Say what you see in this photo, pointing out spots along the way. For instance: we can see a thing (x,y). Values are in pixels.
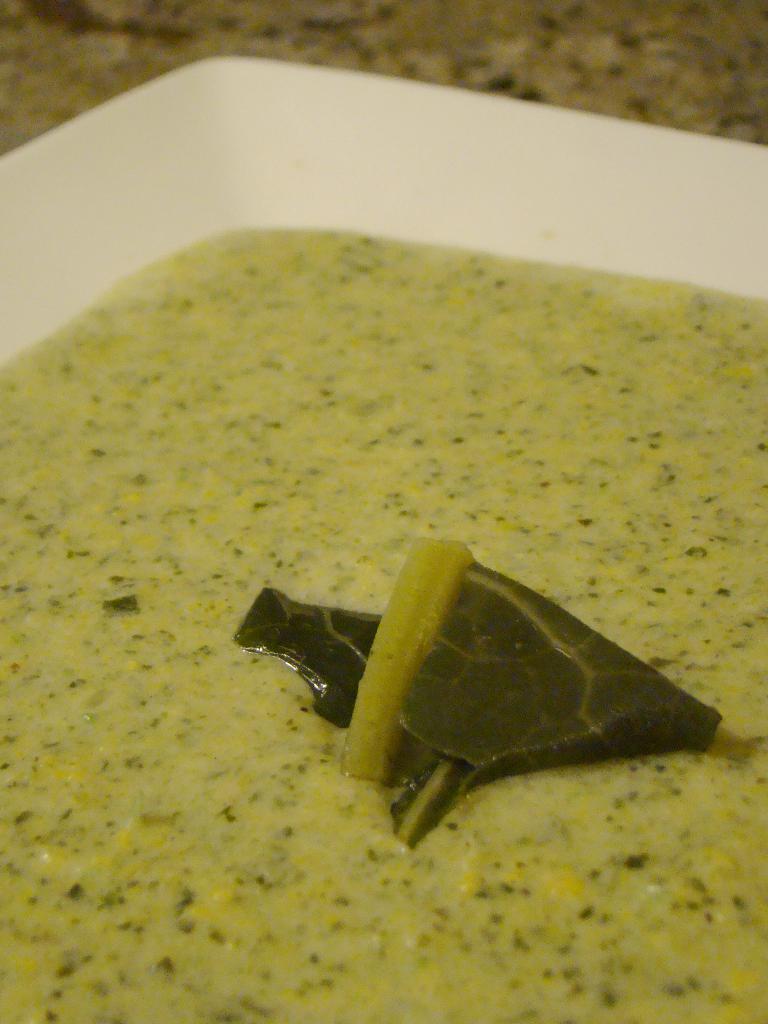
In this image, we can see a plate (503,175) contains some food (468,539).
